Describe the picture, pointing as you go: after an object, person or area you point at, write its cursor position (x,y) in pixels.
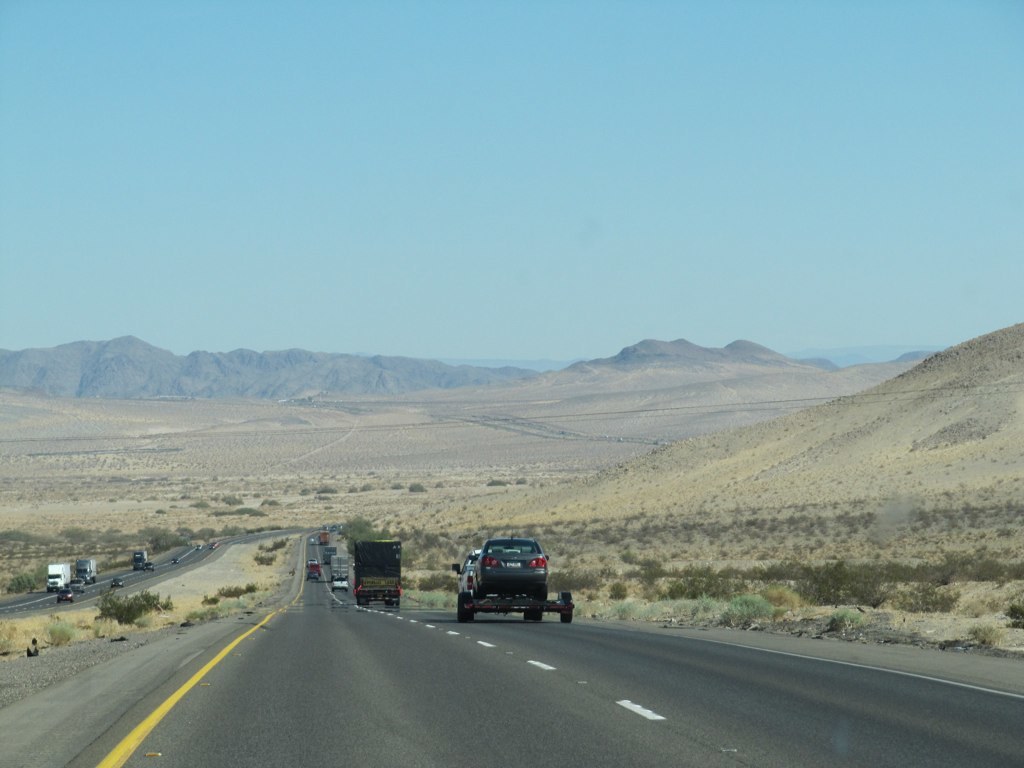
In this image there are a few vehicles (363,550) moving on the roads (424,613), there are a few plants (656,559), mountains (699,353) and in the background (365,198) there is the sky (376,166).
